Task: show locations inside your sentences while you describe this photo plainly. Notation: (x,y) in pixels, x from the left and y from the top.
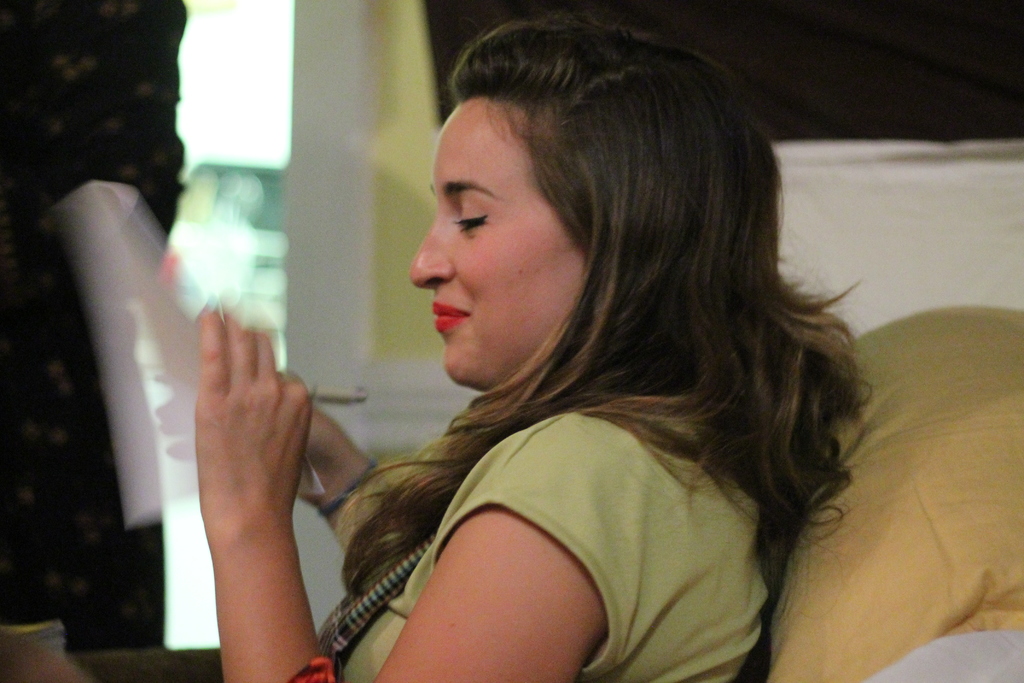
This woman (606,584) is facing left side of the image (142,349) and holding an object (362,394).
